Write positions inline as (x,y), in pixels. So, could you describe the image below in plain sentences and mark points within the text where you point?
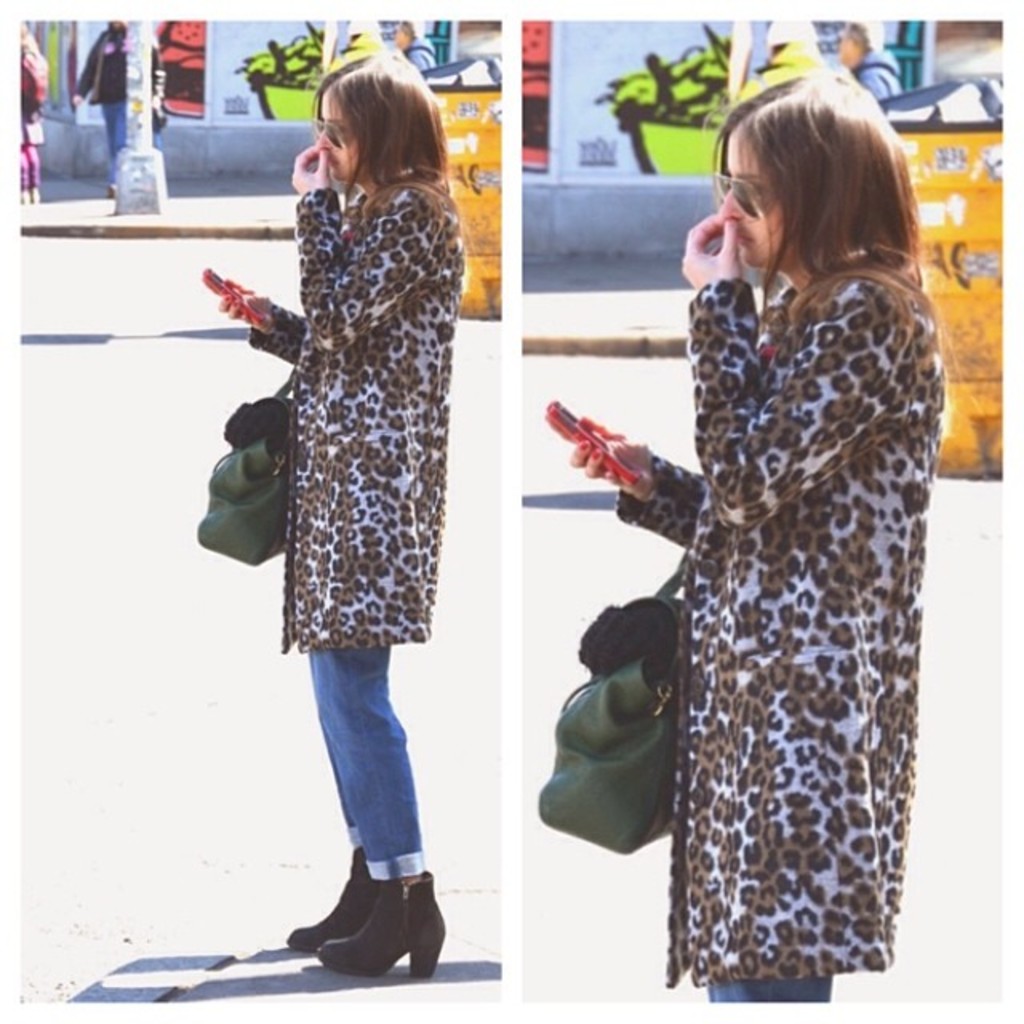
In this picture I can see 2 collage images in front (334,411), where I can see a woman (792,150) standing and holding a thing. I can also see that she is carrying a bag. In the background (90,108) I can see few people (26,150) and on the left (132,94) image, I can see a pole (147,137) and I can see a yellow color thing (963,205) in both images and I can see the art (613,84) on the wall (686,26).
